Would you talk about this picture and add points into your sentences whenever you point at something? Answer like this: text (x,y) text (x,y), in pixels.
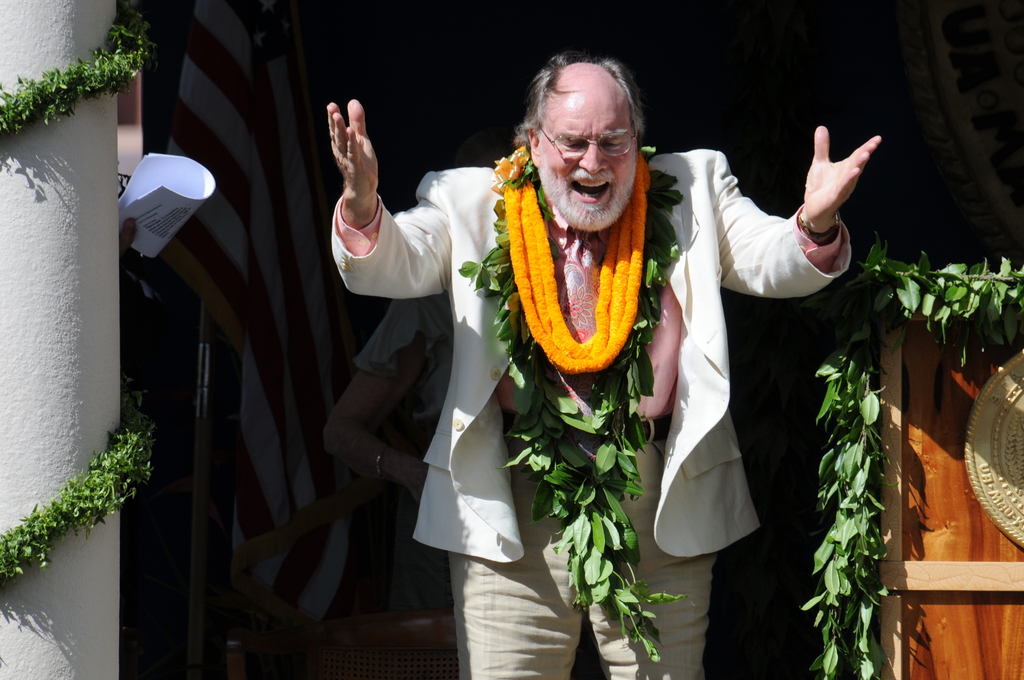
Here we can see a man (513,495) standing and there are garlands (618,323) on his neck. In the background (329,649) we can see a pillar (30,267), leaves (870,449), podium (886,472), chair (357,655) and a woman (372,442) and papers (162,221) in a person (135,259) hand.
